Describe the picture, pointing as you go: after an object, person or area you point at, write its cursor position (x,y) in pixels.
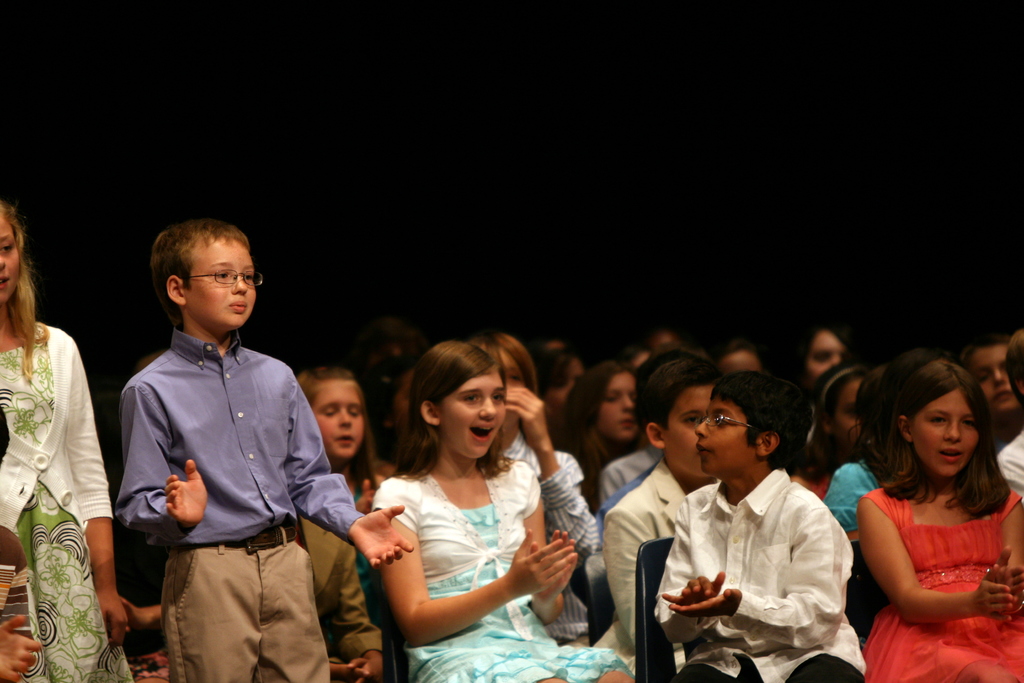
In this image, we can see people (467,527) sitting on the chairs (871,621) and some are standing and the background (793,138) is in black color.
